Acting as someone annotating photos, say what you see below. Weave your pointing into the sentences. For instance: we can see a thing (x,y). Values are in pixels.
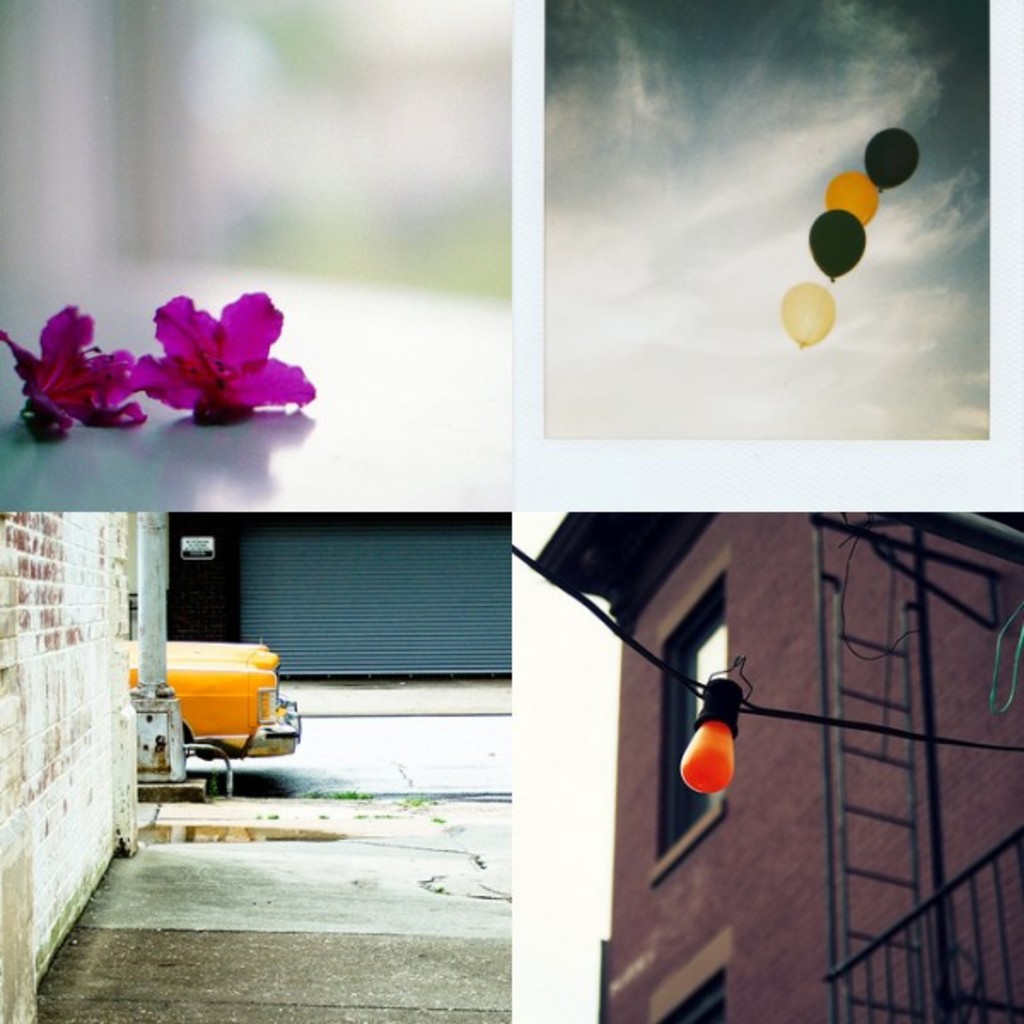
This is a collage image, in this image there four pictures, in the first picture there are flowers (239,359), in the second picture there are balloons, in third picture there is a car (277,715) on a road (367,752), in fourth picture there is a building (675,566) and a light (725,730).
